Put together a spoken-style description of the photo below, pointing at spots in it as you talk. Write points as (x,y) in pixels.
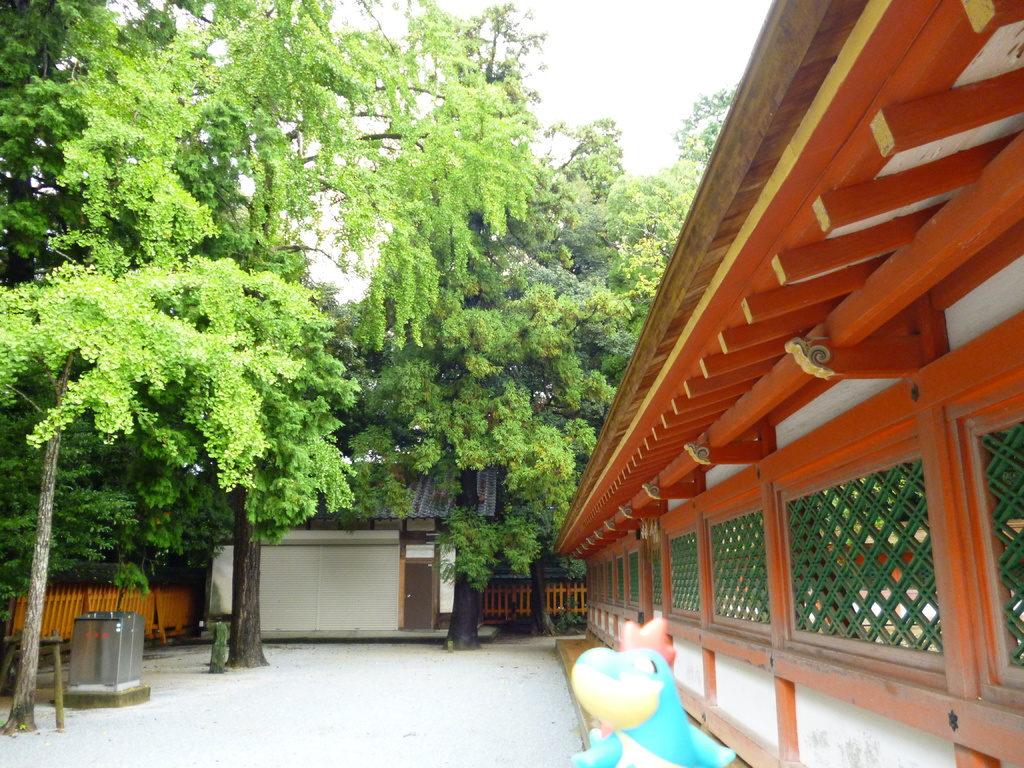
In this image I can see few trees (335,420), few buildings (797,579) and here I can see a blue colour thing (640,704).
